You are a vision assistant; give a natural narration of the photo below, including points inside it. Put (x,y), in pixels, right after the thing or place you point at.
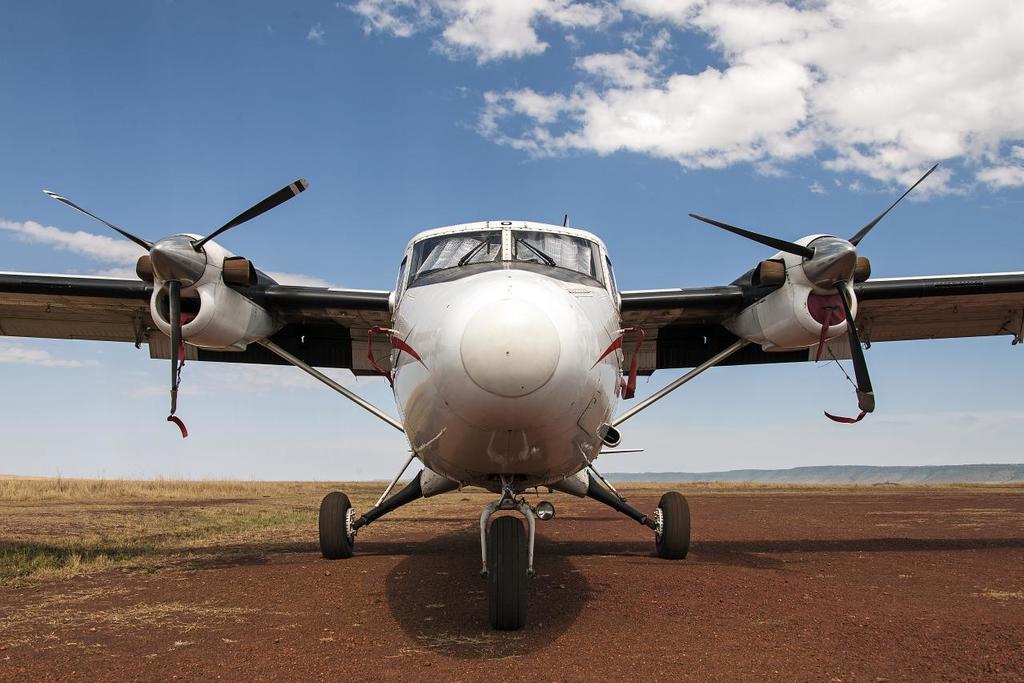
In this image there is an aircraft (359,359) on the ground (394,525). Beside the aircraft (452,475) there's grass (164,504) on the ground (239,484). In the background (771,475) there are mountains (800,477). At the top (277,109) there is the sky (125,131).
